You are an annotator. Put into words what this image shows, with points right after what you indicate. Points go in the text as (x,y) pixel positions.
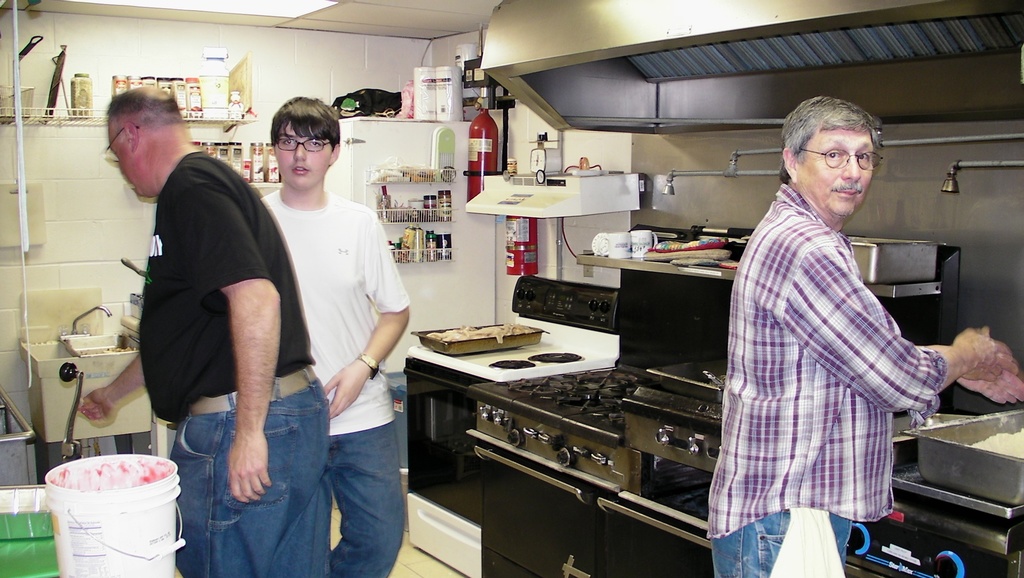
In this image we can see some persons (833,419). In the background of the image (515,248) there is a wall (552,248), bottles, cups (645,247) and other object (588,162). On the left side of the image (155,504) there is a bucket (155,504) and an object (10,531).
